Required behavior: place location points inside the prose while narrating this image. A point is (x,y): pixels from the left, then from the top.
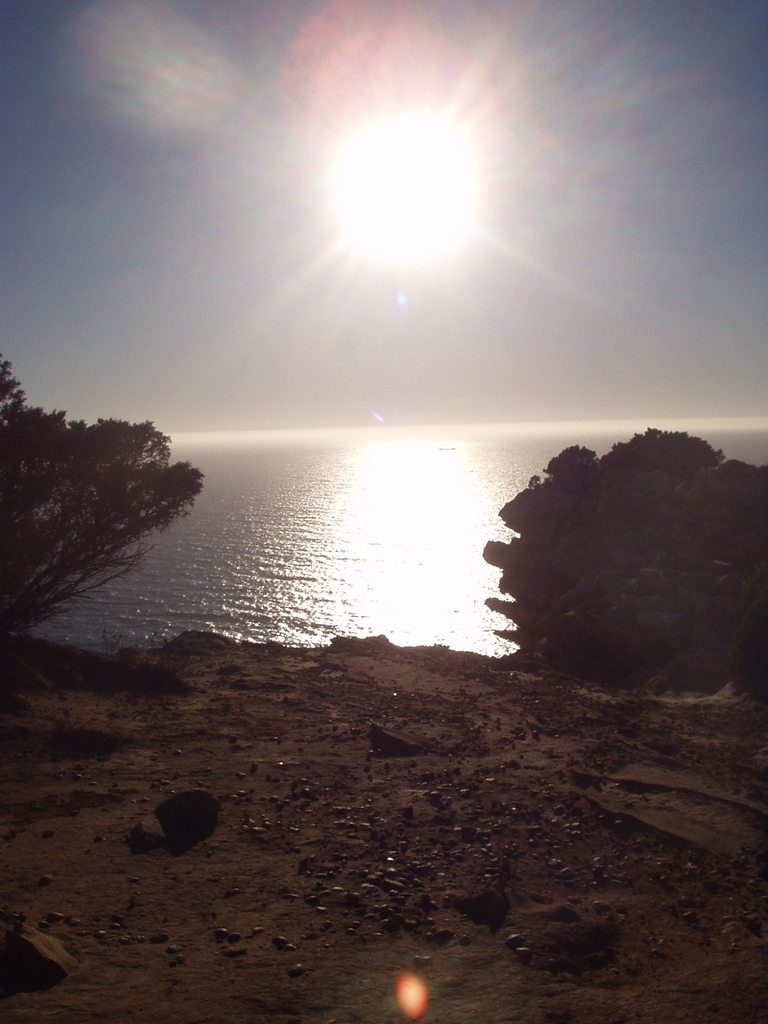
This picture is clicked outside. In the foreground (447,885) we can see there are some objects (439,806) seems to be the gravels (297,847) on the ground (586,806) and we the plants (110,493), water body (217,540). In the background (197,203) we can see the sky (173,109) and the sunlight (355,159).
